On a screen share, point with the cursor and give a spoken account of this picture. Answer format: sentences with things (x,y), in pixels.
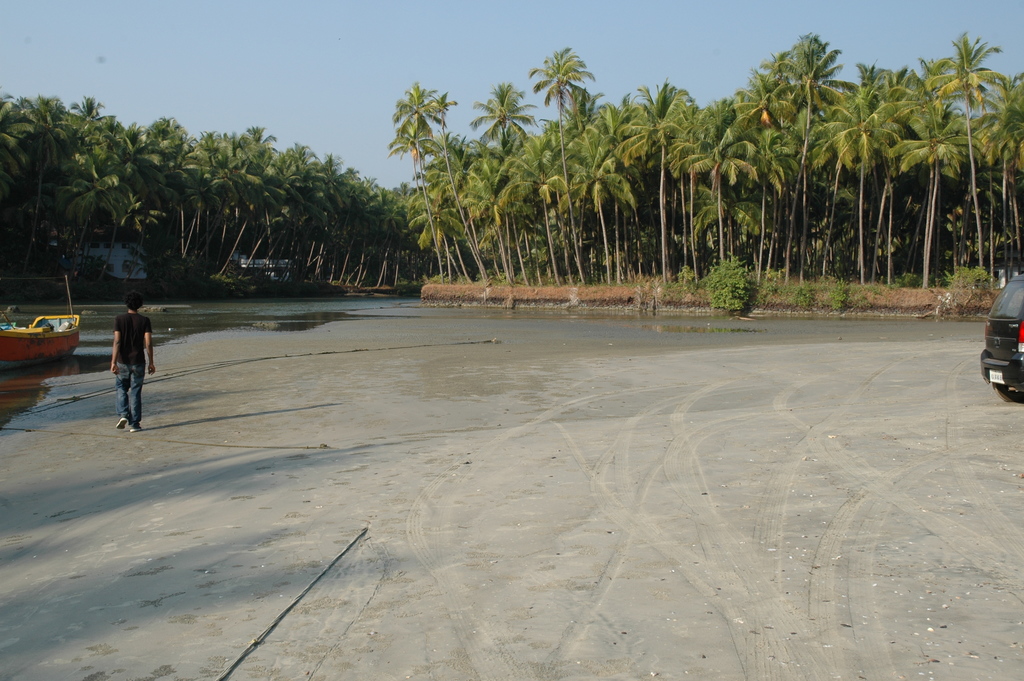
In this image I can see the ground (497,549), a person (123,345) wearing black and blue colored dress (122,362) is standing, the black colored car (988,326), the water (303,325), a boat (66,333) on the surface of the water (106,350). In the background (142,183) I can see few trees (691,194), few houses (126,269) and the sky (217,121).
